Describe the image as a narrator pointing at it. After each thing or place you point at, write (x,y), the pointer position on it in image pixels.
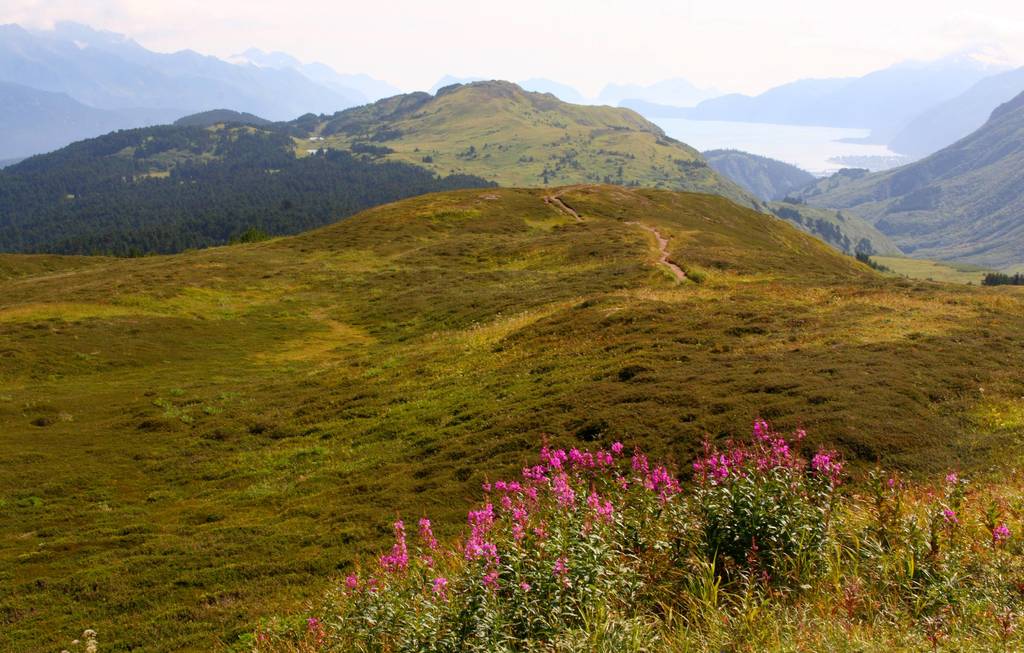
In the middle of the image (610,430) we can see some hills (677,419), on the hills (729,152) there are some plants (535,466) and flowers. At the top of the image (521,64) there are some clouds (304,3) in the sky (187,27).
